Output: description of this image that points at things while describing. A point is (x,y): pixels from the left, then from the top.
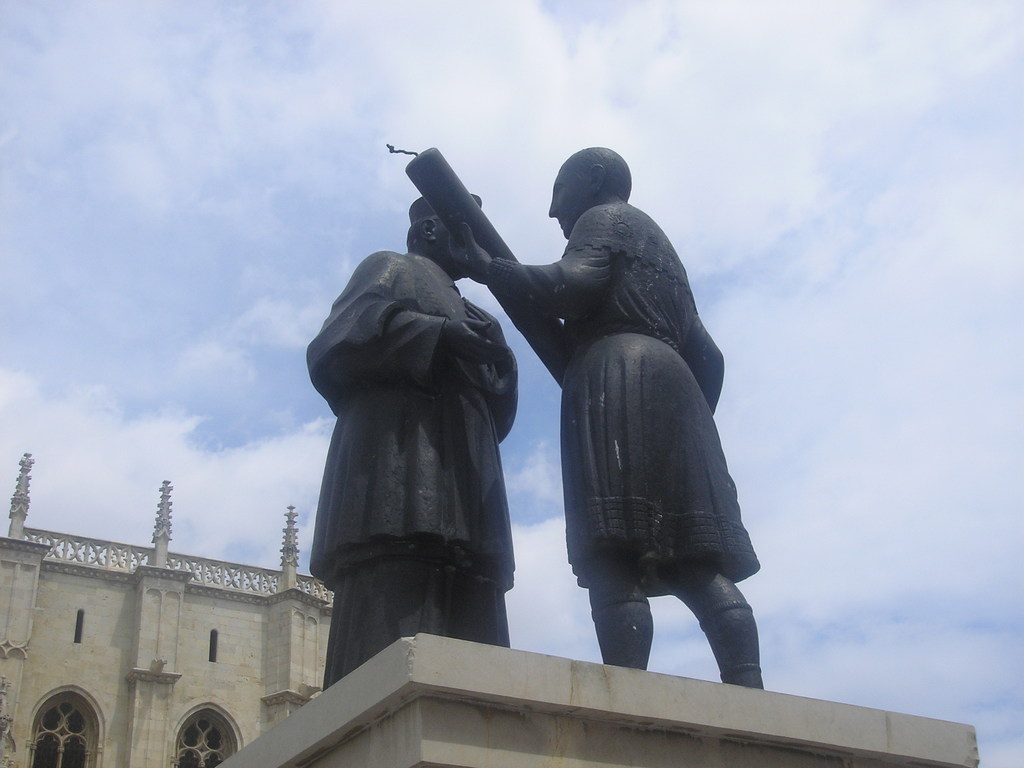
In front of the picture, we see two statues (599,374). In the background (196,590), we see a building (218,654) in white color. At the top of the picture (434,144), we see the sky (763,265).
